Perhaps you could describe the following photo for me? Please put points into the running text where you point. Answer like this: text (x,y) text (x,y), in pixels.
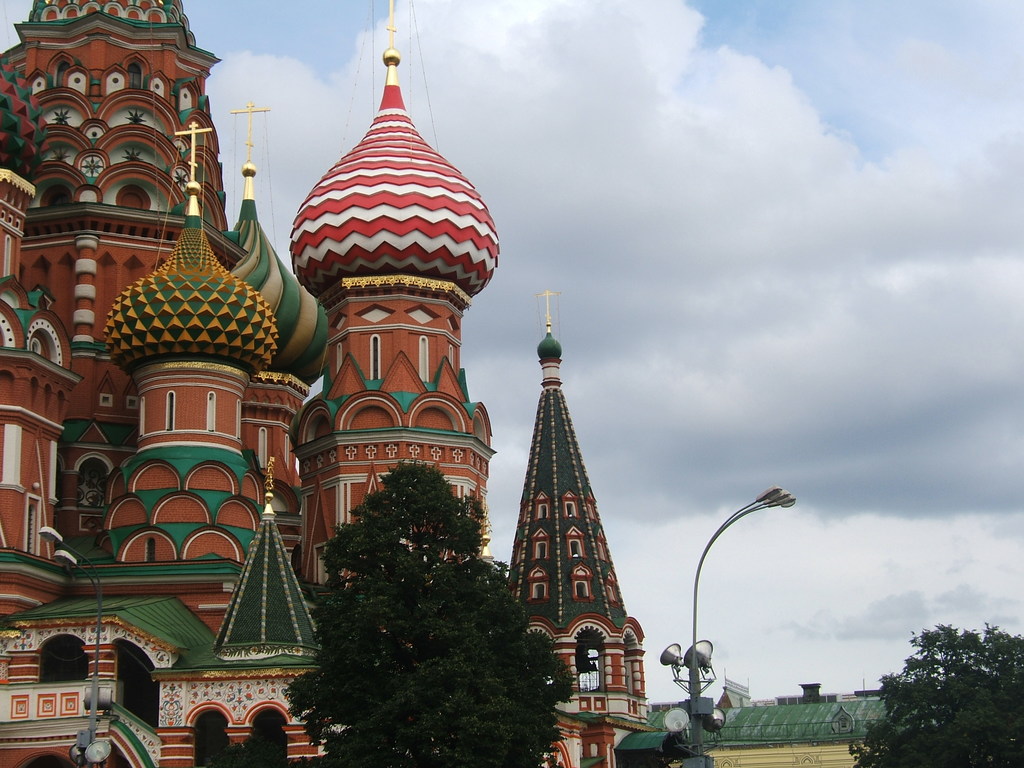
In this picture we can see few buildings (225,331), trees (984,767), poles (96,750) and clouds (748,346).
